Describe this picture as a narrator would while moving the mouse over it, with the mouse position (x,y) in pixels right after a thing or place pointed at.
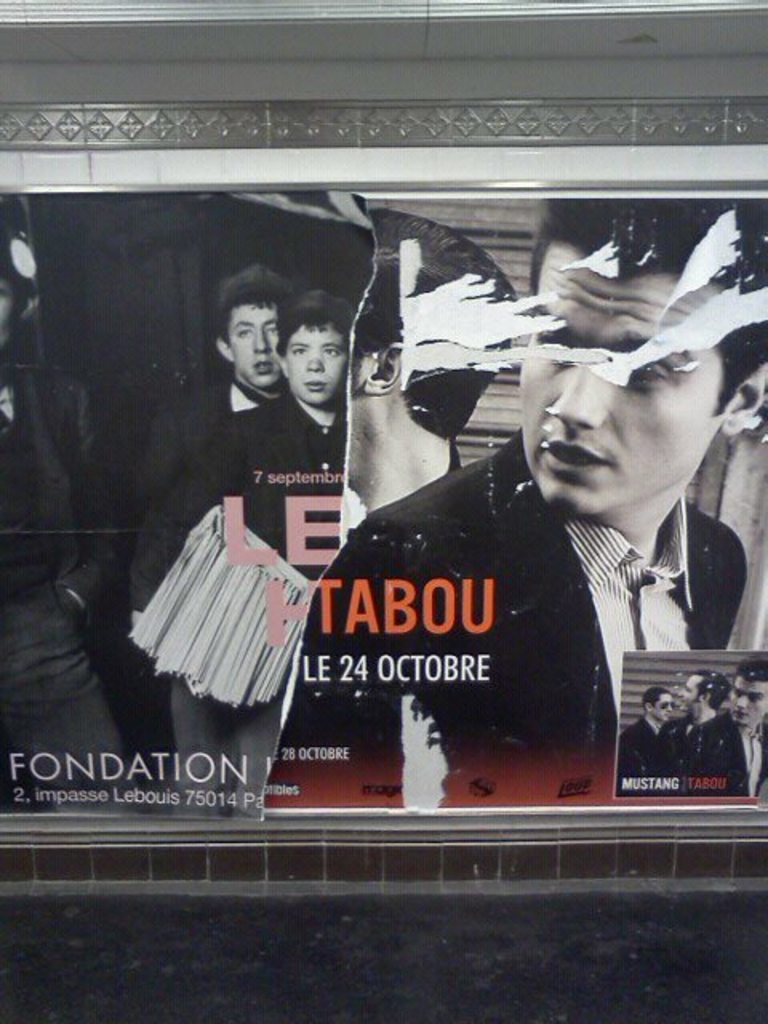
In this image there is a poster (364,526) with some images (372,481) of a few people (360,536) and some text (332,667) on it is attached to the wall (289,138).
